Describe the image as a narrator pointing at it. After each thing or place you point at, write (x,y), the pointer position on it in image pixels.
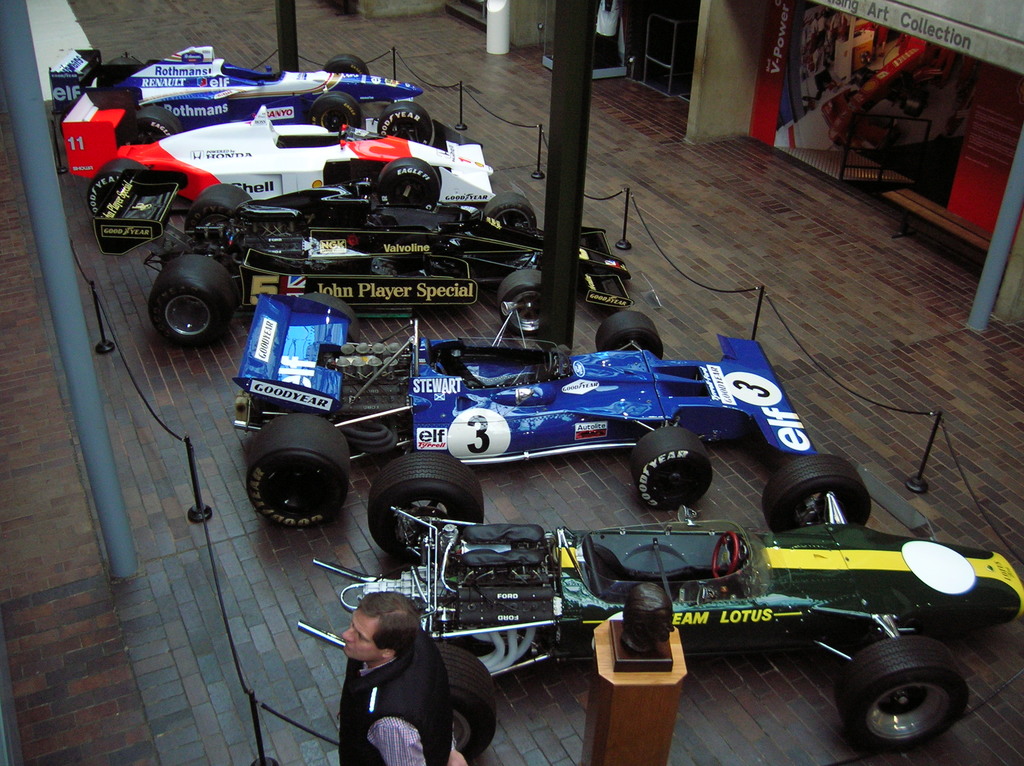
In this image I can see there is a person (437,691) standing. And beside him there is a statue (642,627). And there are race cars (751,346) on the ground (681,140). In front of the cars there a rope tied to the rod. And there is a pillar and a banner (918,85). And there are stairs (799,149) and a stand (632,672).
